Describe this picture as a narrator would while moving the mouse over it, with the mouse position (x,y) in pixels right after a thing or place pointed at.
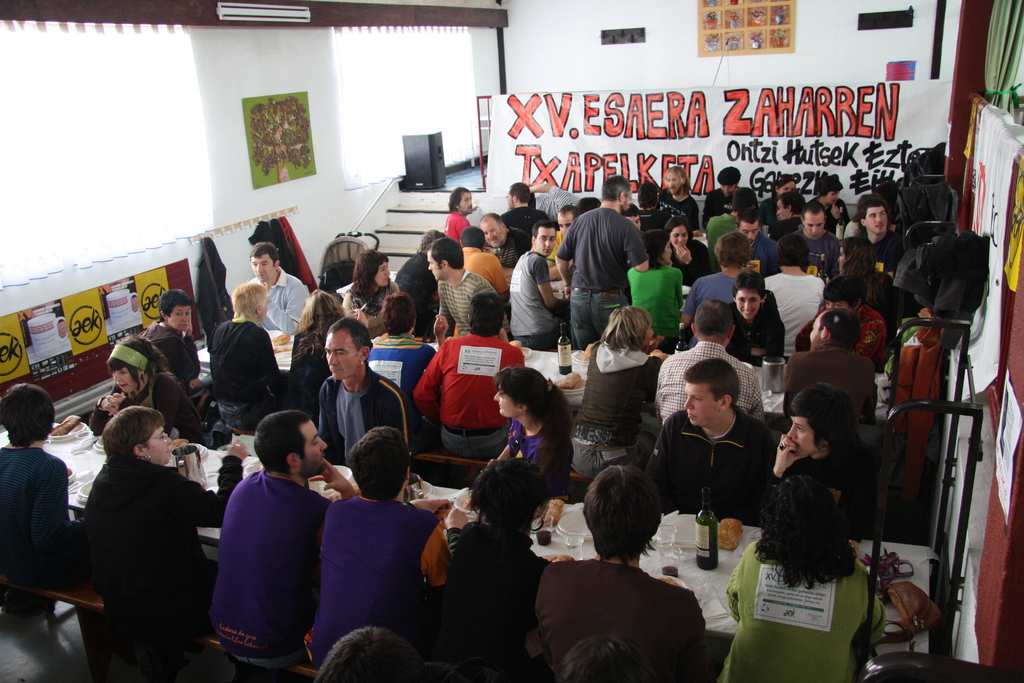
In this picture I can see group of people (314,578) sitting on the benches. There are glasses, wine bottles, jugs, food items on the plates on the tables (719,580), and in the background (787,117) there are frames (308,97) attached to the walls (838,45), banners (1013,117), curtains (396,62), windows (409,55), speaker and some other objects (387,190).
